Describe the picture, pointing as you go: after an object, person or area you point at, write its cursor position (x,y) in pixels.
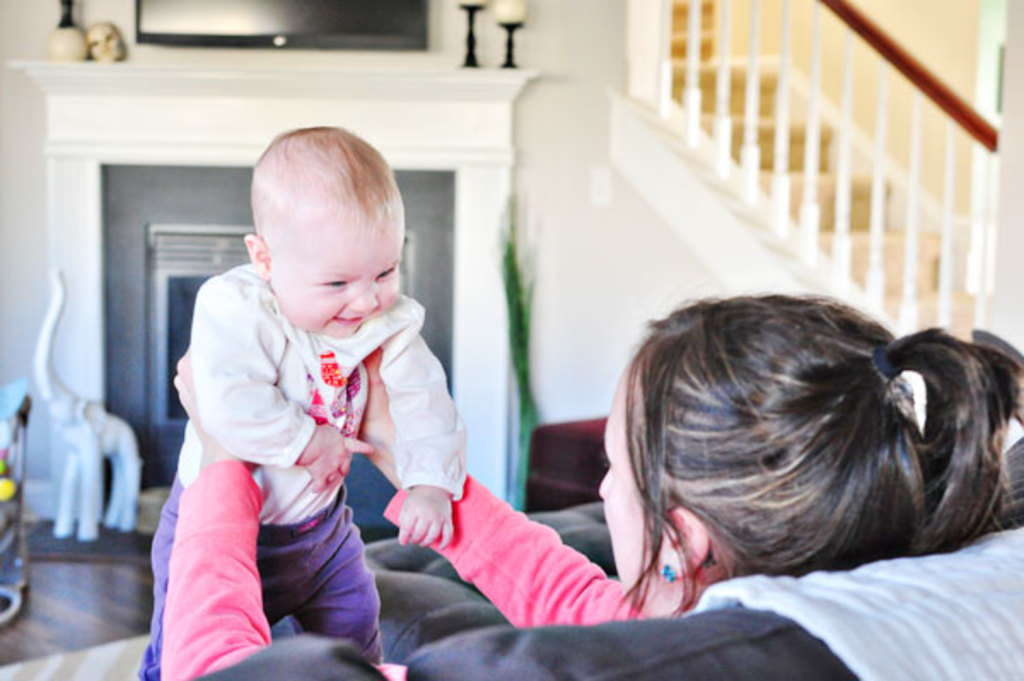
A woman (721,338) is sitting on a couch (437,679) and holding a baby (264,474). At the back (121,446) there is a sculpture (120,461) and candles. There are stairs (832,167) and railing (777,123) at the right (984,279).
